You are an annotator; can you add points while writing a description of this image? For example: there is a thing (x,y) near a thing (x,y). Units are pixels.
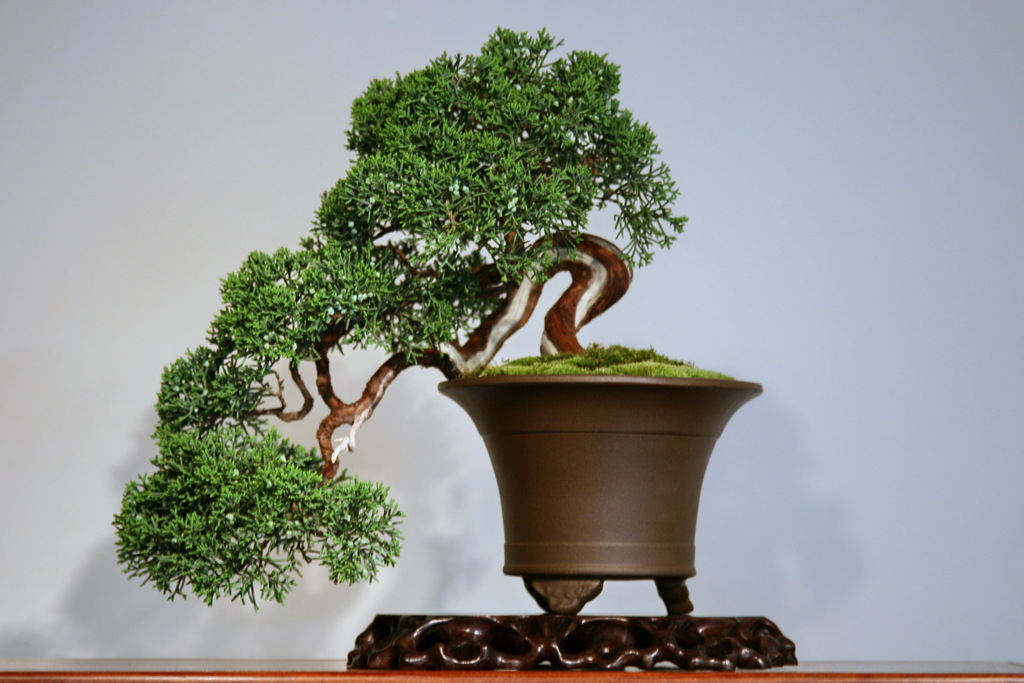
In this picture we can see a plant (583,350) in the front (490,230), it looks like a wall (759,142) in the background (836,131).
